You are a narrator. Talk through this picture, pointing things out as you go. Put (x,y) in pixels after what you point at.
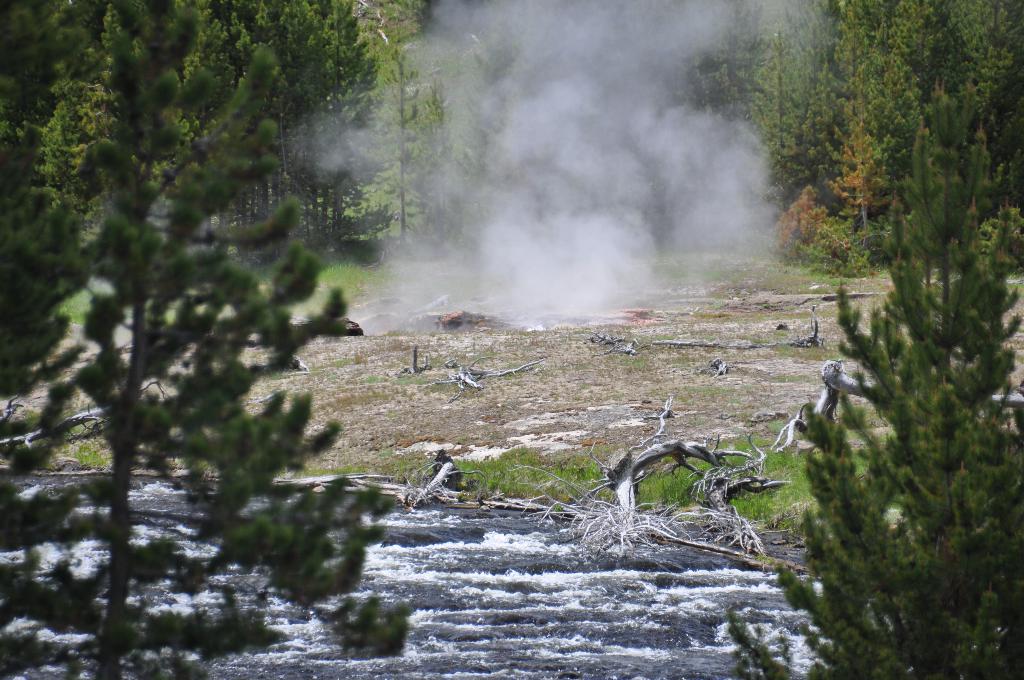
In this image there are trees (920,416) and we can see logs (610,482). At the bottom (513,589) there is water (483,614) and we can see grass (752,472). There is smoke (572,224).
